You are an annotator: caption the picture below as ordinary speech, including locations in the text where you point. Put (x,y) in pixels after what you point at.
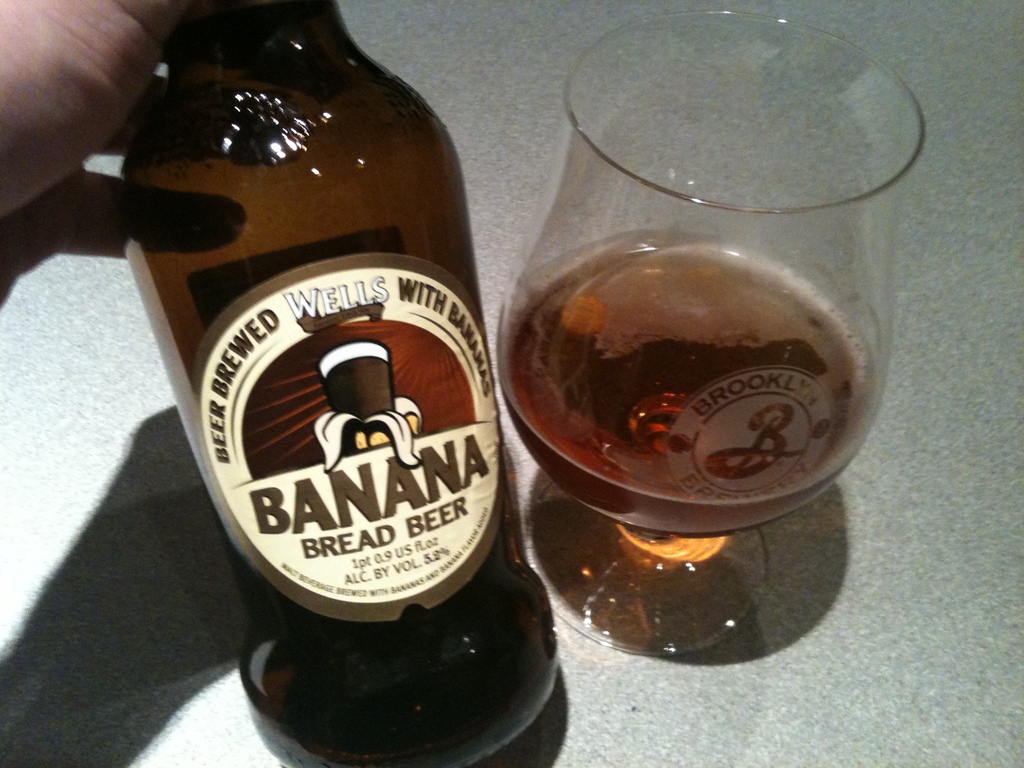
In this picture one bottle (343,466) is there and held by the hand (36,87) and one glass (702,300) is there filled with a liquid (741,365) the surface (901,613) is looks like a Floor (925,657).
